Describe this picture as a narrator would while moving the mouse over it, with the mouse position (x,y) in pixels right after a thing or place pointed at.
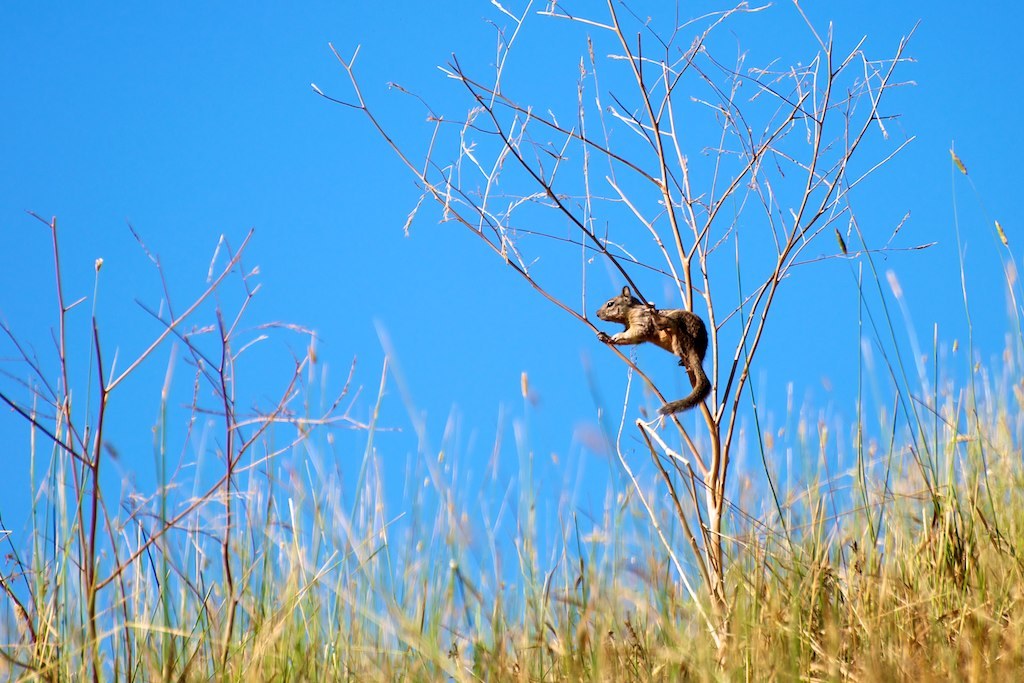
In this image there is the sky (358,216), there are plants (920,477) truncated towards the bottom of the image (951,484), there is a plant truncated towards the top of the image (630,114), there is a squirrel (650,319) on the plant (645,297).
